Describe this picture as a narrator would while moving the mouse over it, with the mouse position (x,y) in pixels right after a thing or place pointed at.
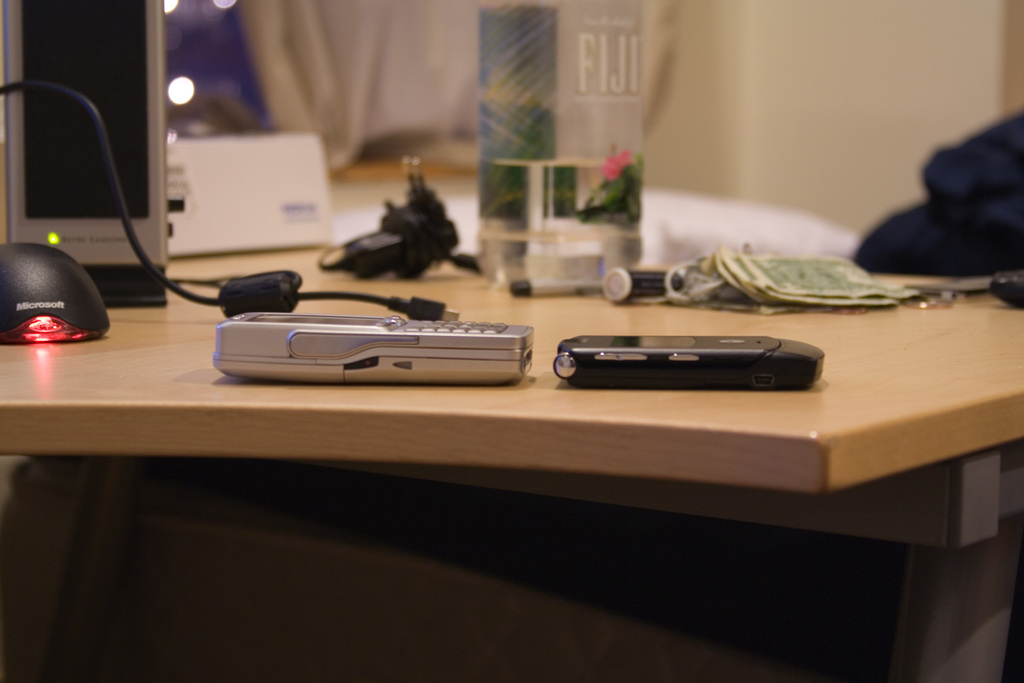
In this image there are mobile phones (741,353), money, batteries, bottle (619,254), cables (440,247), mouse (2,253), cloth (822,228) arranged on a table (904,511), and in the back ground (734,104) there is a wall (812,106).
